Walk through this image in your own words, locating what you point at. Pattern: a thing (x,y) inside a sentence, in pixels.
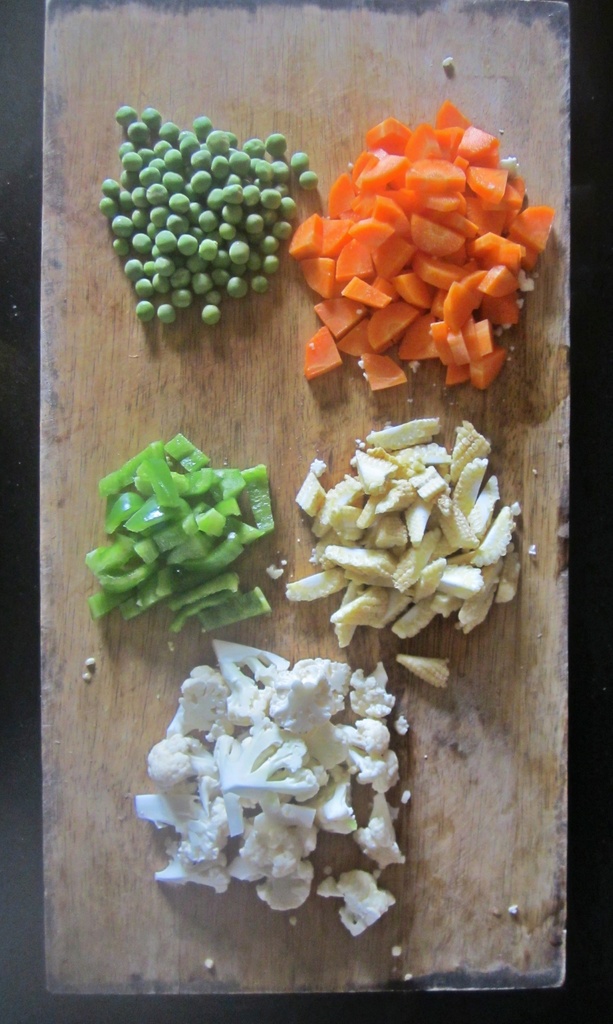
In this picture we can see there are green peas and there are chopping vegetables (124,571) on the chopping board (127,962).
